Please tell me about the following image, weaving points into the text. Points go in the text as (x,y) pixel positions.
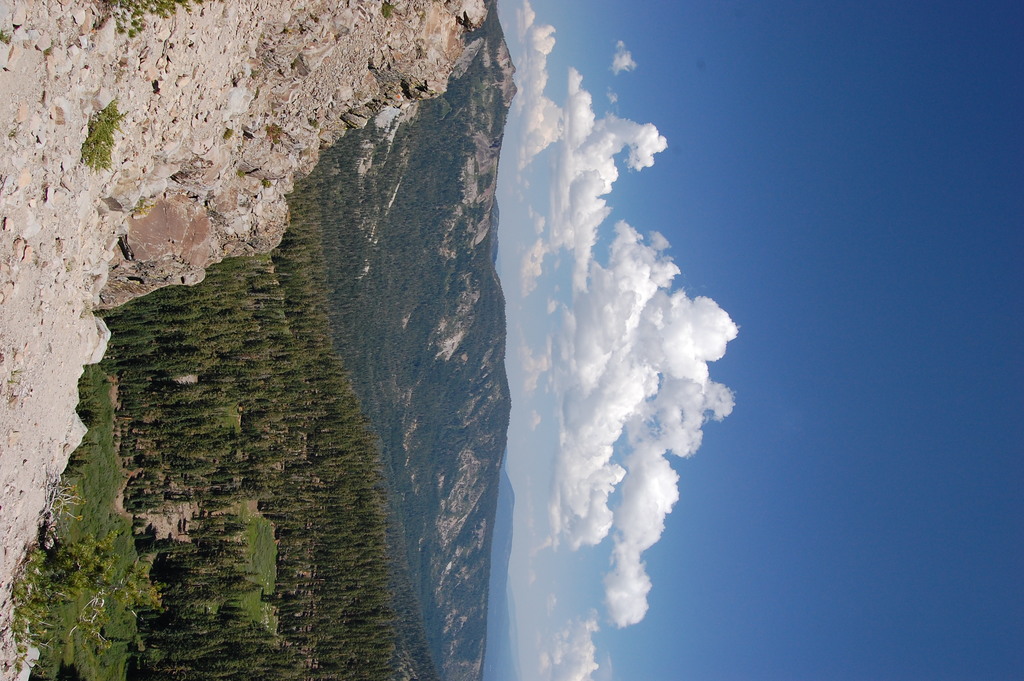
In this picture we can see rocks (316,23), trees (248,376), mountains (377,149) and in the background (852,309) we can see the sky (740,127) with clouds (703,364).
